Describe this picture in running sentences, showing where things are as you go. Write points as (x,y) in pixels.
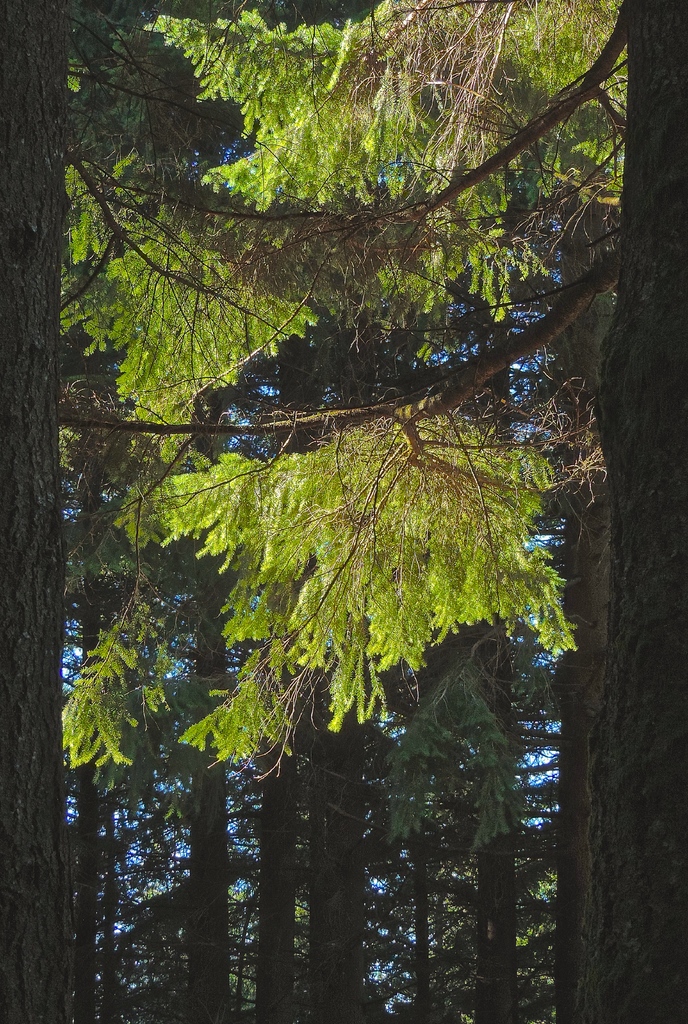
In this image, there are trees (487,1009) which are having leaves (479,745). In the background (102,932), there is the blue sky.
